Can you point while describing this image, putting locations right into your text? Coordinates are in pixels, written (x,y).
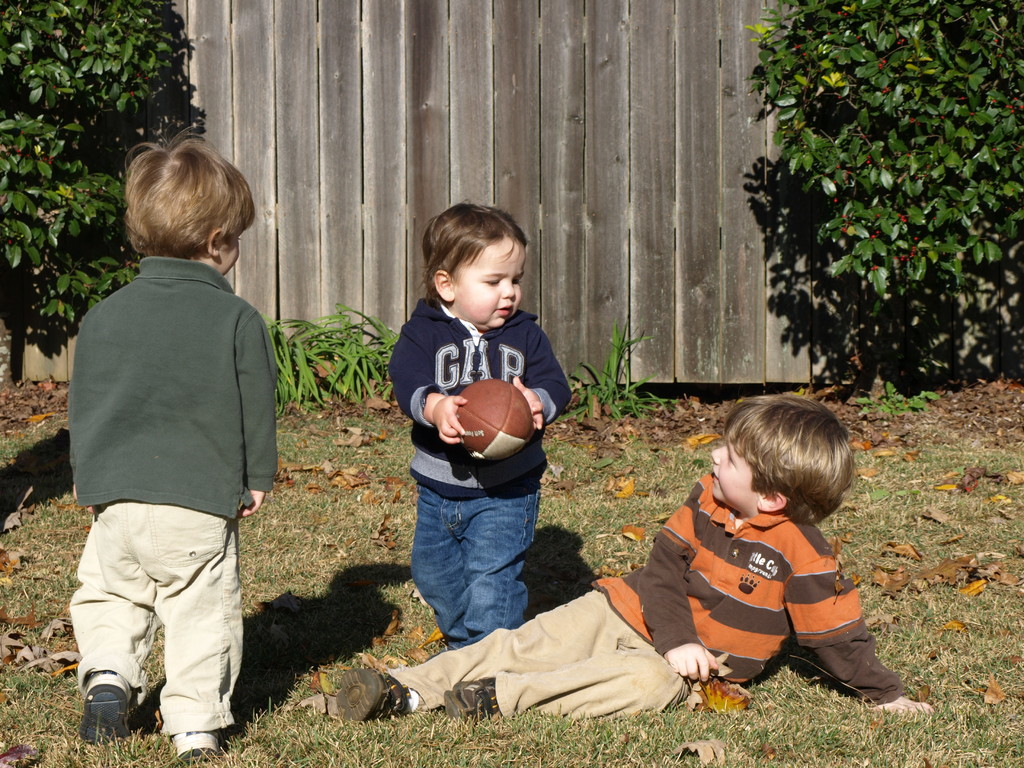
In this picture, we see three children (536,495) playing with ball (472,409) and the boy (507,495) in blue jacket (425,371) is holding ball (496,426) in his hands (450,441). Behind him, we see a wall (560,134) and beside that, we see trees (871,193) and in front of the picture, we see grass (456,730).
